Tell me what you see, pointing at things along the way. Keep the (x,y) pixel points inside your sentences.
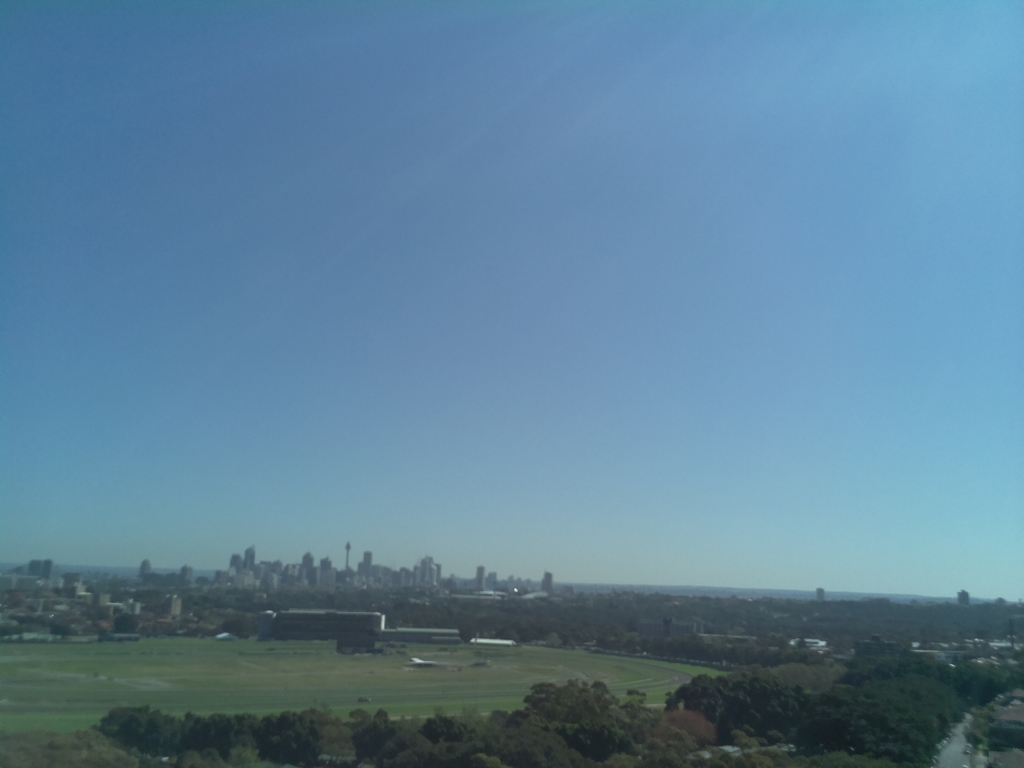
In this picture we can see few trees (513,626), grass (484,654) and buildings (355,573).
